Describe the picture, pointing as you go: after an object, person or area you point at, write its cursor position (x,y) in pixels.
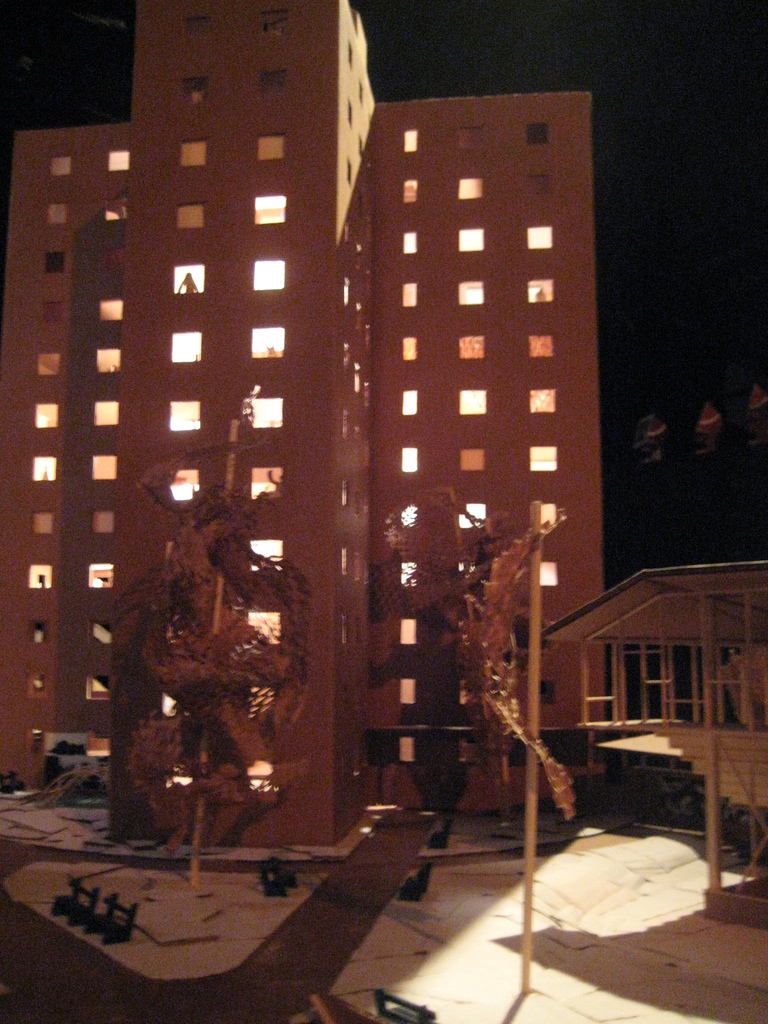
In the center of the image (291,445) we can see building (490,414), shed (700,617), poles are there. At the bottom of the image (434,918) we can see benches (131,911), ground (374,930) are there. At the top of the image (684,91) sky (703,159) is present.
